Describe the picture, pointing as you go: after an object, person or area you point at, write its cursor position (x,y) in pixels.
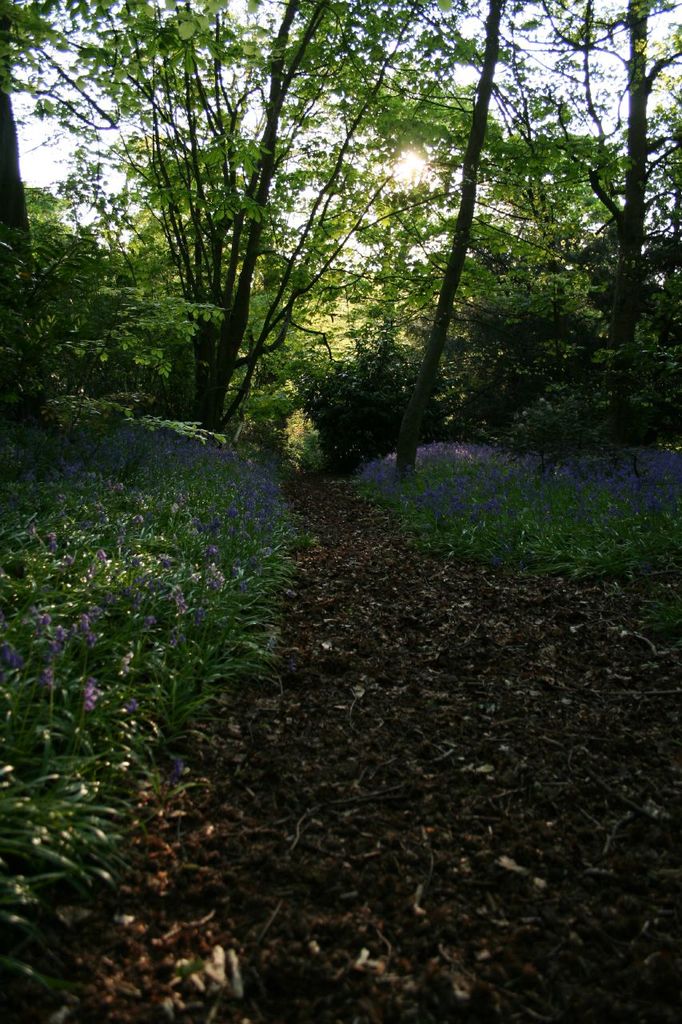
In the image we can see there are dry leaves (420,761) on the ground (316,729) and there are flowers (52,542) on the plants (232,544). Behind there are lot of trees (322,369).
